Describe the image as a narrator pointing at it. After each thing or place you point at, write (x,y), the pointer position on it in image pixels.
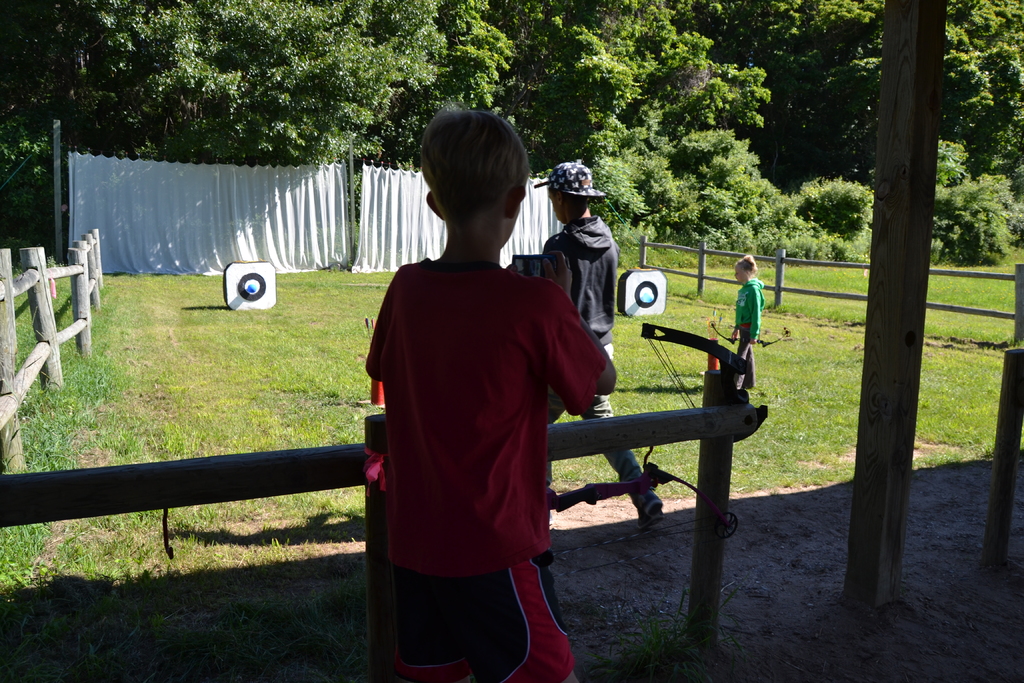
In this picture I can see a boy (529,549) standing and couple of them (610,308) walking and I can see a boy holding bow (723,356) in his hands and I can see curtains (325,169) and trees (574,120) in the back (385,186) and I can see couple of target boards (257,276) and grass (697,280) on the ground (959,359).
